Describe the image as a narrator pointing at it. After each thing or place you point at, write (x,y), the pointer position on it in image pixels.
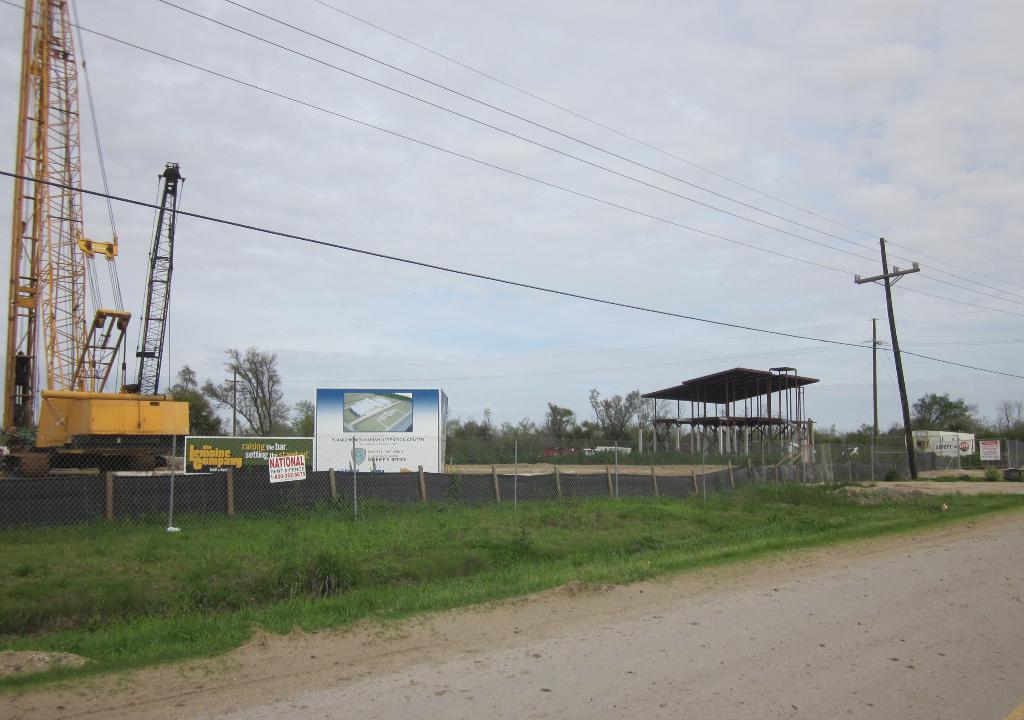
In this image I can see a road (742,586), beside the road (742,586) I can see a fence (740,455), poles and hoarding boards (409,409) and a crane (65,150) on the right side (760,427) I can see power line cables (175,211) and a structure (725,382) and trees (951,403) and at the top (488,134) I can see the sky (625,55).
